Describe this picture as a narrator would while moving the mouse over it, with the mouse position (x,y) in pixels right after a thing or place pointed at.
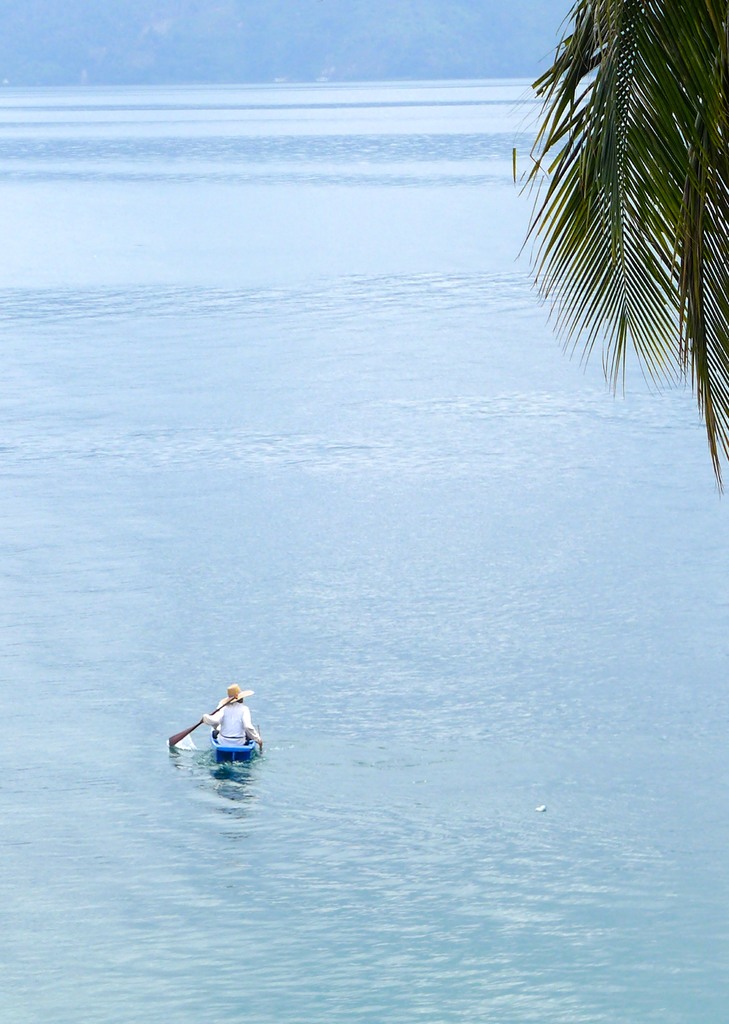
In this image I can see a person (237,710) is sitting in the boat (237,757) and holding a paddle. The boat (243,746) is on the water (209,729). I can see a tree (696,222).
